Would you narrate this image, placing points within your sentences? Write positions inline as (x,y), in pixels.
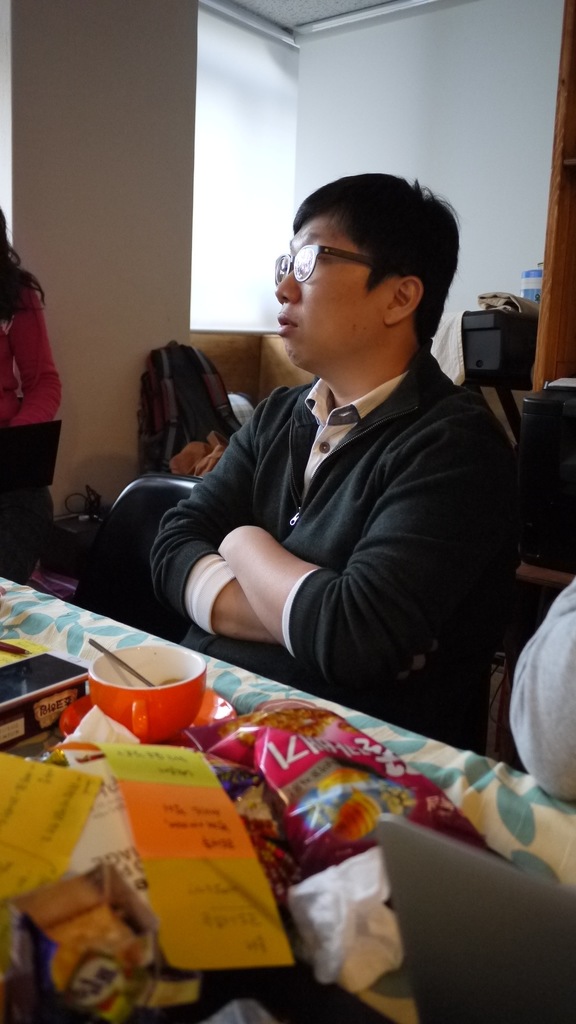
In this image we can see a person (287,569) sitting on the chair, in front of him we can see a laptop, cup (121,676), papers (113,782) and some other objects (116,726) on the table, we can see a woman (38,346) truncated and holding a laptop (41,426), also we can see a bag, wall (491,133) and some other objects (143,930).
